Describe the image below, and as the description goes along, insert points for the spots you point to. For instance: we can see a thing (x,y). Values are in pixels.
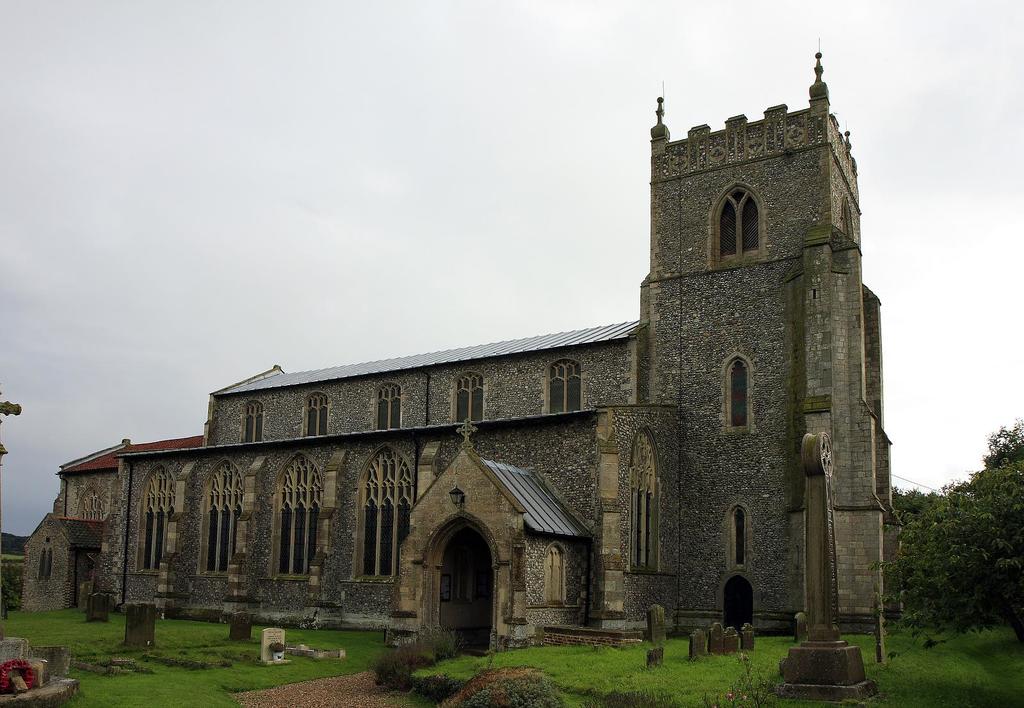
Here in this picture we can see a church (686,426) with door (458,528) and windows (366,498) present over a place and in front of it we can see number of graves (132,640) with grave stones (130,627) present on the ground (252,649) and we can see the ground (361,679) is fully covered with grass (238,667) and we can also see plants (964,598) and trees (962,508) present and we can see the sky (609,259) is cloudy.
